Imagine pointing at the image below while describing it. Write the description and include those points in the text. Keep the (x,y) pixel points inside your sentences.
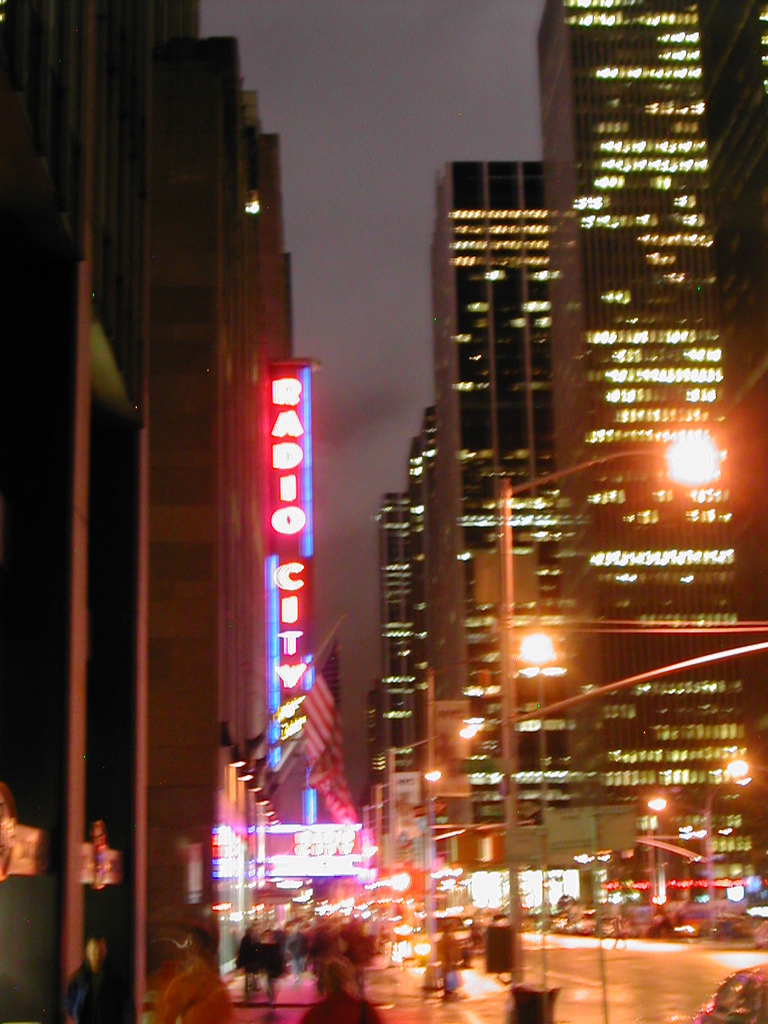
This image is taken during night mode. There are many buildings (693,364) with lighting (693,376). Image also consists of light poles (503,608). There are also some people (328,937) walking on the road (395,975). Sky (474,115) and road (647,948) is also visible.
